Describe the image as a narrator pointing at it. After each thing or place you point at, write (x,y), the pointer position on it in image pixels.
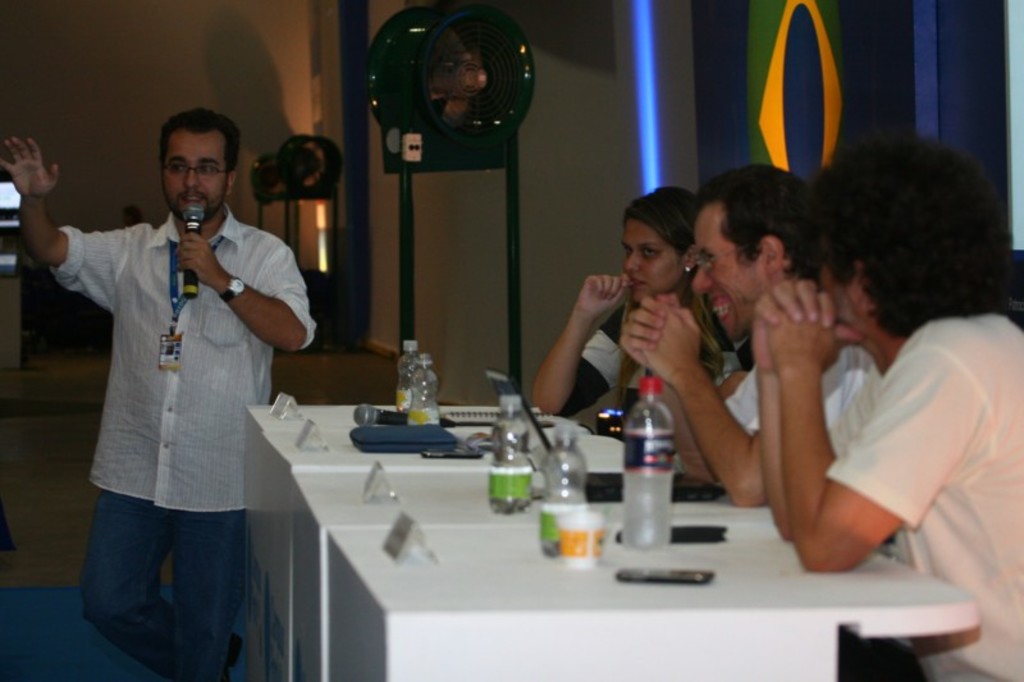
In this image there are few tables (532,553) having bottles (556,457), mobile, cup (582,551) and few objects (397,421) on it. Left side (200,400) a person (214,519) is standing. He is holding a mike (193,231). He is wearing spectacles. Right side (1010,592) few persons (767,194) are sitting behind the table (857,627). There are few fans (471,162) attached to the stand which are on the floor (336,359). Background (452,327) there is a wall (435,320).
